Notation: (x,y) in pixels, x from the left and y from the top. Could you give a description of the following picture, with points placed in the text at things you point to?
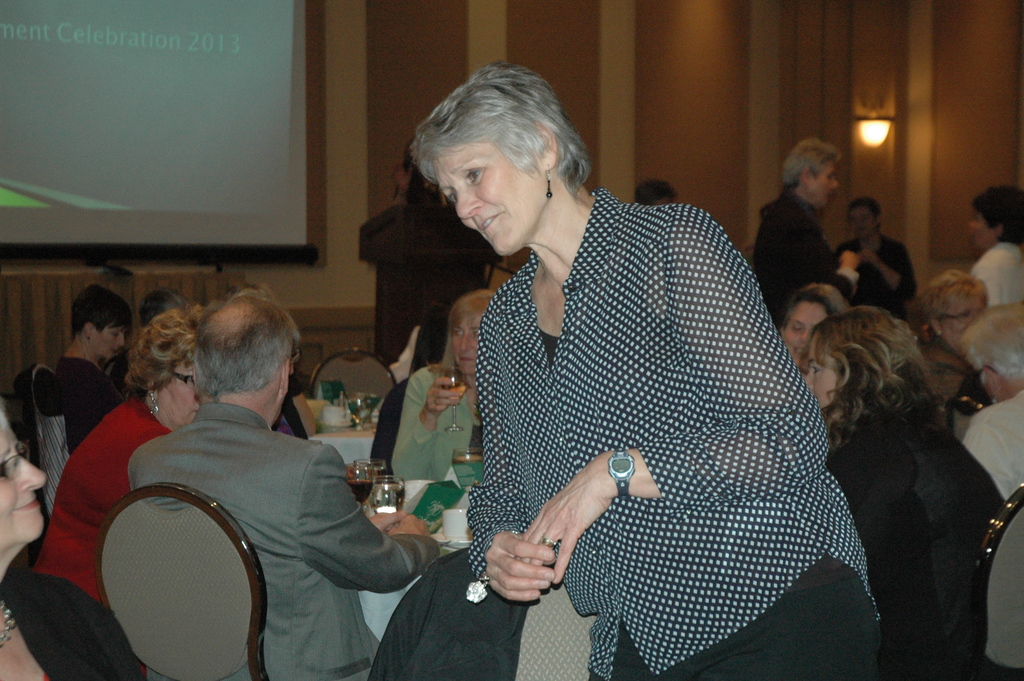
In this image there are a group of people (472,377) who are sitting on chairs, and some of them are standing and also we could see some tables (352,443). On the table (372,437) there are some glasses (376,481), cups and in the background (957,106) there is a wall (415,112), screen (288,125) and light (877,134).
